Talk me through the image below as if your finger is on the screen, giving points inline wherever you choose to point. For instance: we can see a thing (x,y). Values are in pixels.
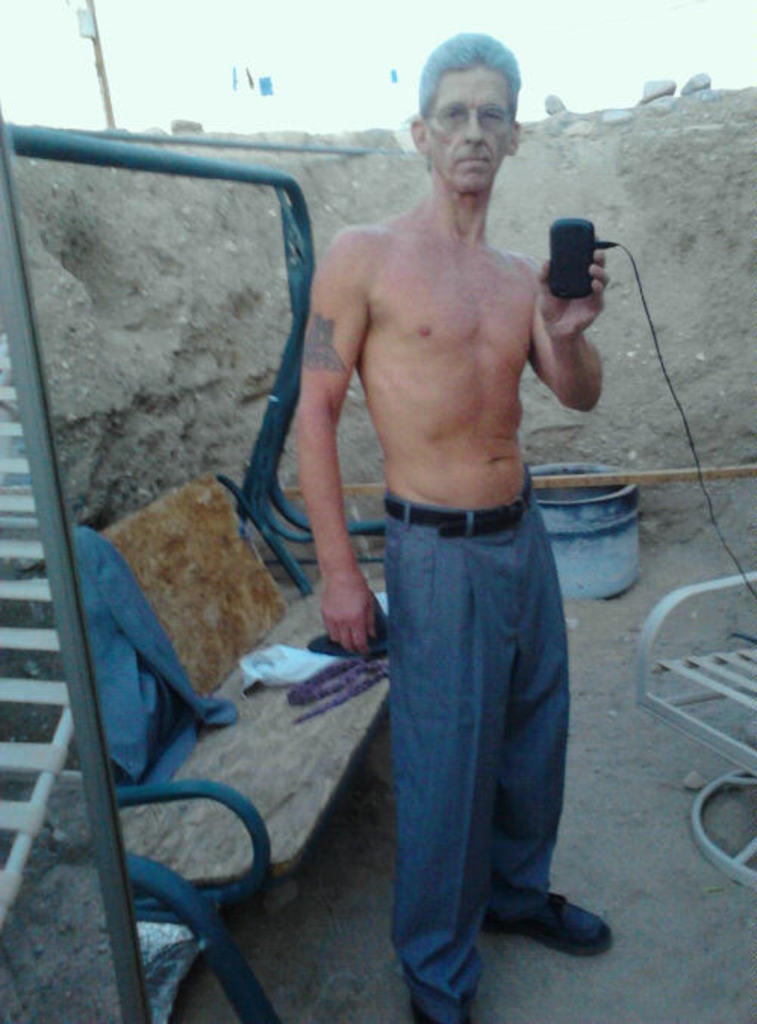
In this picture I can observe a man (440,420) standing on the land (400,168) in the middle of the picture (444,565). He is holding a black color device (579,253) in his hand (561,303) which is looking like a mobile (567,265). On the left side (208,854) I can observe a bench (149,549). In the background (248,40) there is sky (295,61).
